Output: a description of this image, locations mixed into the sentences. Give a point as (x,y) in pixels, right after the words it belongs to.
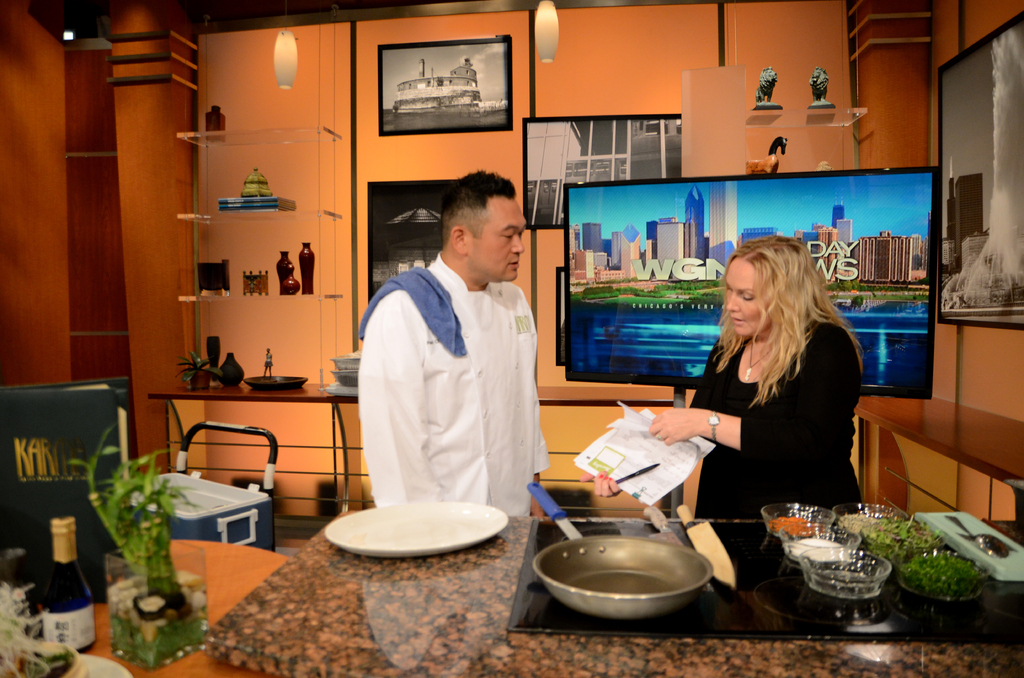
This image is taken indoors. In the background (98,270) there is a wall (623,97) with a few picture frames (568,172) on it and there are a few shelves (304,387) with toys (263,272), bowls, plates (288,387) and antiques (772,95) on them and there is a television (698,283). At the bottom of the image (339,639) there is a kitchen platform (302,590) with a stove (738,556) and a few things (417,525) on it. On the left side of the image (207,587) there is a table (228,580) with a house plant (136,596), a bottle (74,570) and a few things (11,594) on it. In the middle of the image (681,423) a man (461,289) and a woman (788,363) are standing on the floor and a woman (668,435) is holding a few papers (664,445) in their hands (689,434).
